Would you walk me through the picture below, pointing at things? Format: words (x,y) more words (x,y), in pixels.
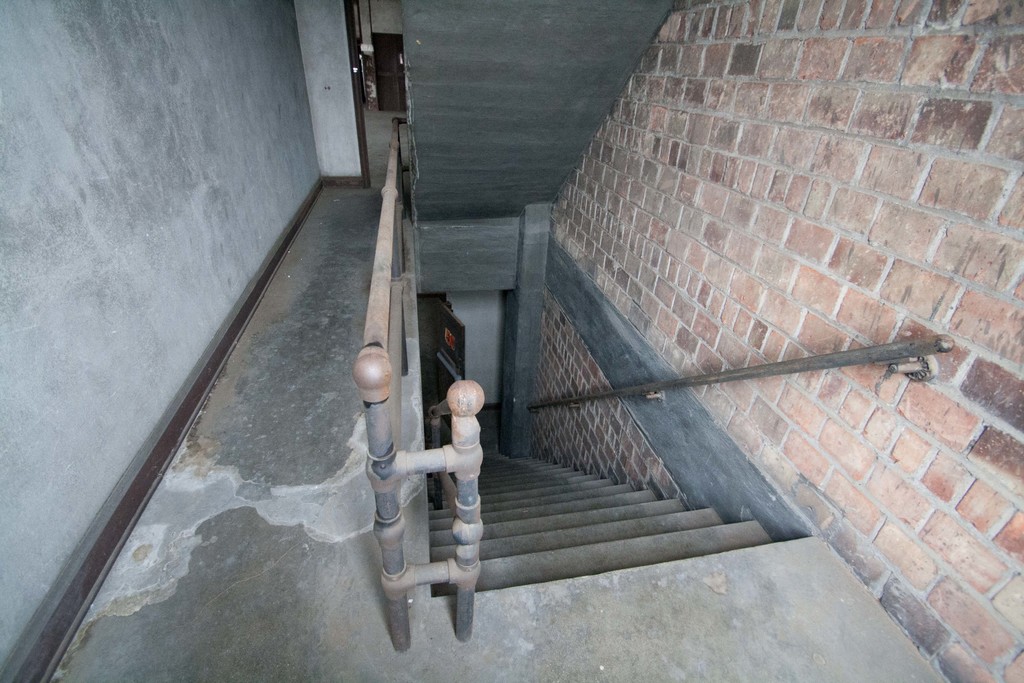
This is an inner view of a building (409,396). In this image we can see the downstairs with a fence (454,528) and a wall (50,331).
